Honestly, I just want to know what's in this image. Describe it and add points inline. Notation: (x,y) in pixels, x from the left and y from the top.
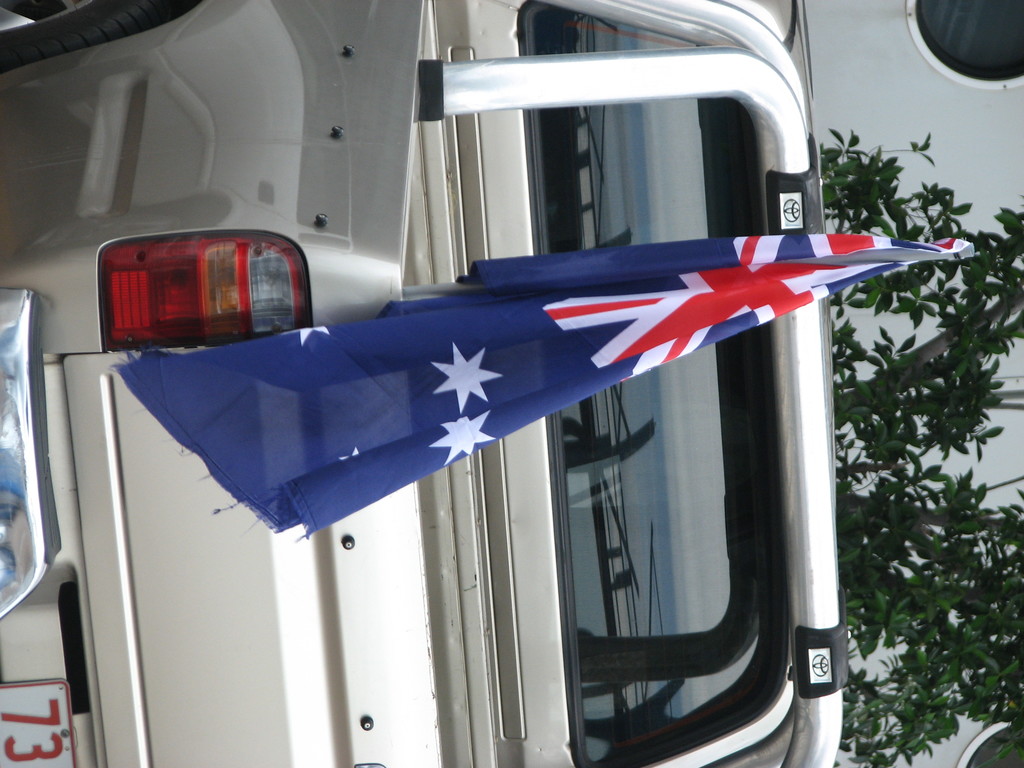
This image is in right direction. Here I can see a vehicle (595,414) and a flag (473,399). On the right side (940,461) there are few plants (916,455). In the background (981,175) there is an object (978,131) which seems to be a vehicle (960,112).
